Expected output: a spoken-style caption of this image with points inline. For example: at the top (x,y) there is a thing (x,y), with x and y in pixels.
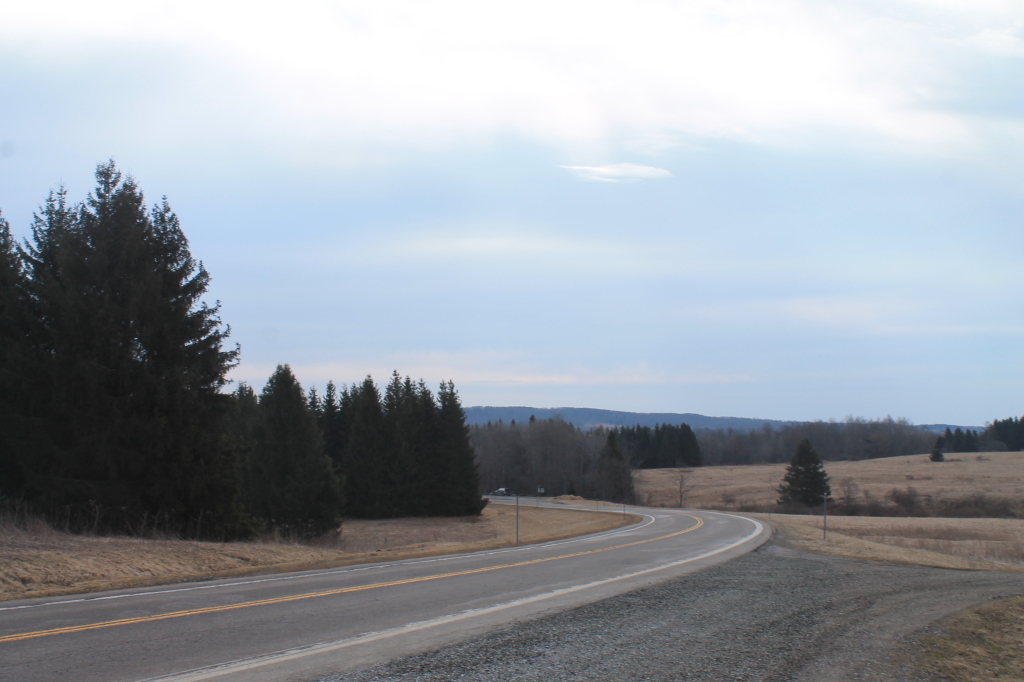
In this image we can see the road (643,580), beside the road (667,539) there are trees (416,453), poles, ground (867,467) and the sky (618,180).
